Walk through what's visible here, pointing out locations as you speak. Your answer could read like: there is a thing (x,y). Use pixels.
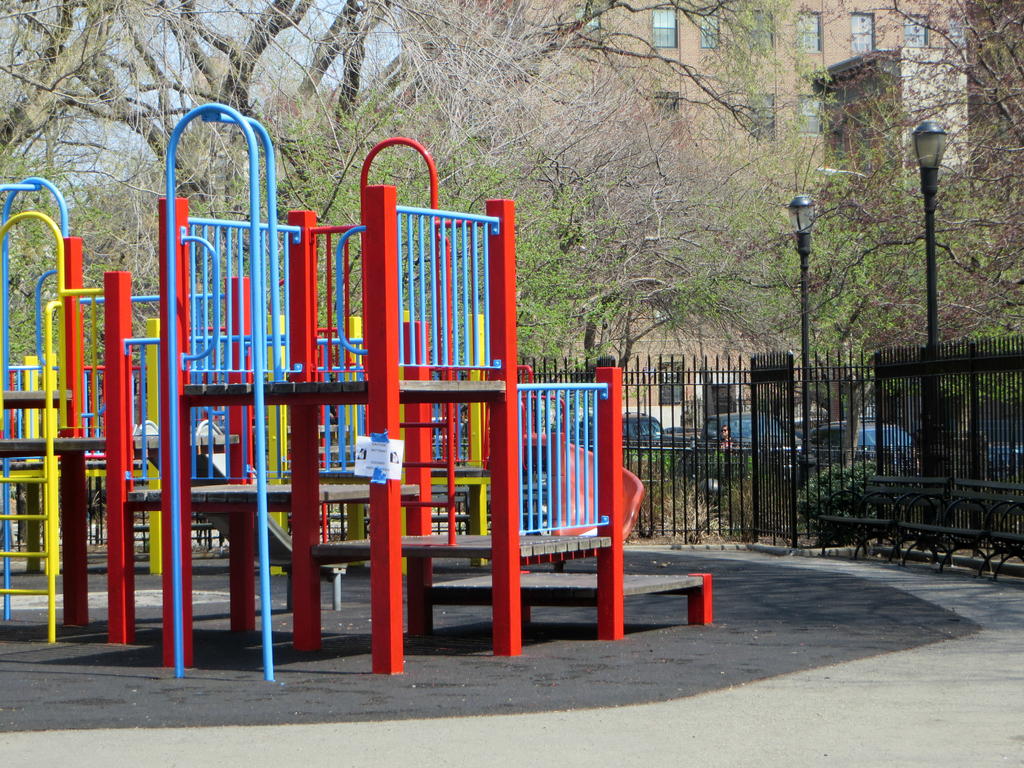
In this picture there is a playground (201,301) on the left side of the image (179,296) and there is a boundary (877,439) around it, there are lamp poles (927,155) on the right side of the image (861,188), there are buildings (943,164), trees (749,257), and cars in the background area of the image (660,173).
